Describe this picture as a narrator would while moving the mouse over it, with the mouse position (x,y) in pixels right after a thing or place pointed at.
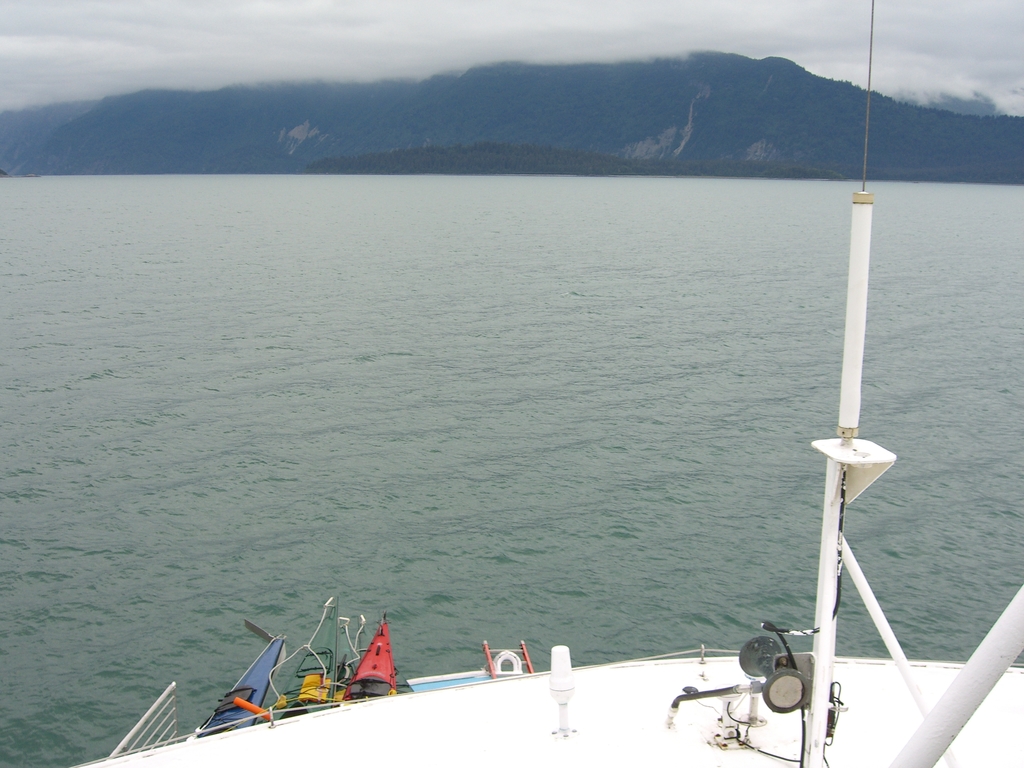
This image is clicked in an ocean (483,590). At the bottom (612,715), we can see a ship (472,740) along with the boats (353,689). In the middle (445,339), there is water (519,303). In the background (644,96), there are mountains (643,84) along with the clouds (451,32) in the sky (380,77).
